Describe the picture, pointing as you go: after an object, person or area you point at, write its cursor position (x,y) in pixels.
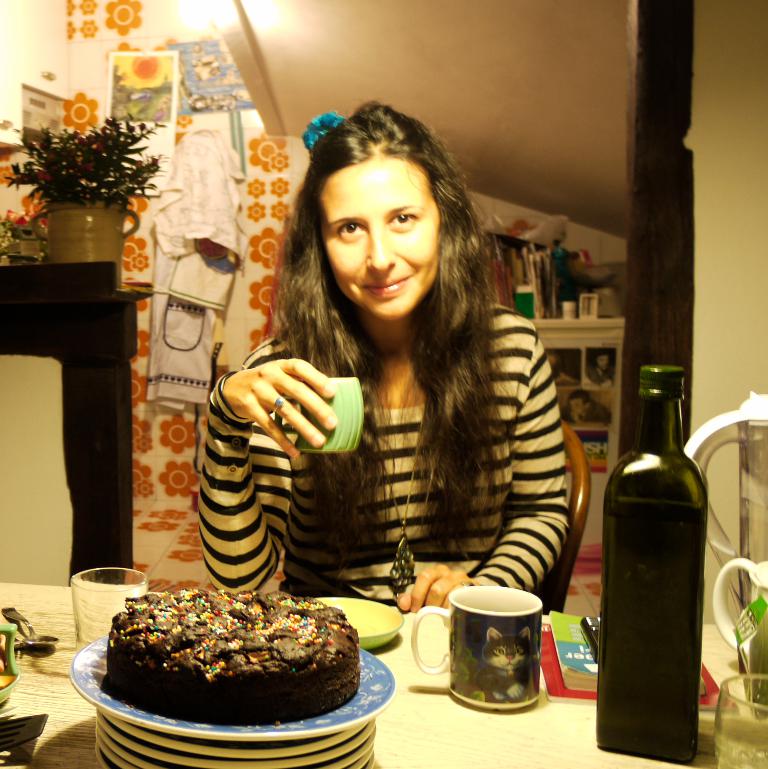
In this image we can see a person (439,527) sitting on the chair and holding some object (344,445) in her hand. There are many objects (259,698) placed on the table (429,736). There is a cake (248,656) on the plate (336,730). There are group of plate (334,744) on the table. There is a plant (97,194) at the left side of the image (124,157). There are few objects (745,630) at the right side of the image (677,528). There are many objects (595,284) on the cupboard (553,322) in the image. There is a lamp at the top of the image (216,7).
